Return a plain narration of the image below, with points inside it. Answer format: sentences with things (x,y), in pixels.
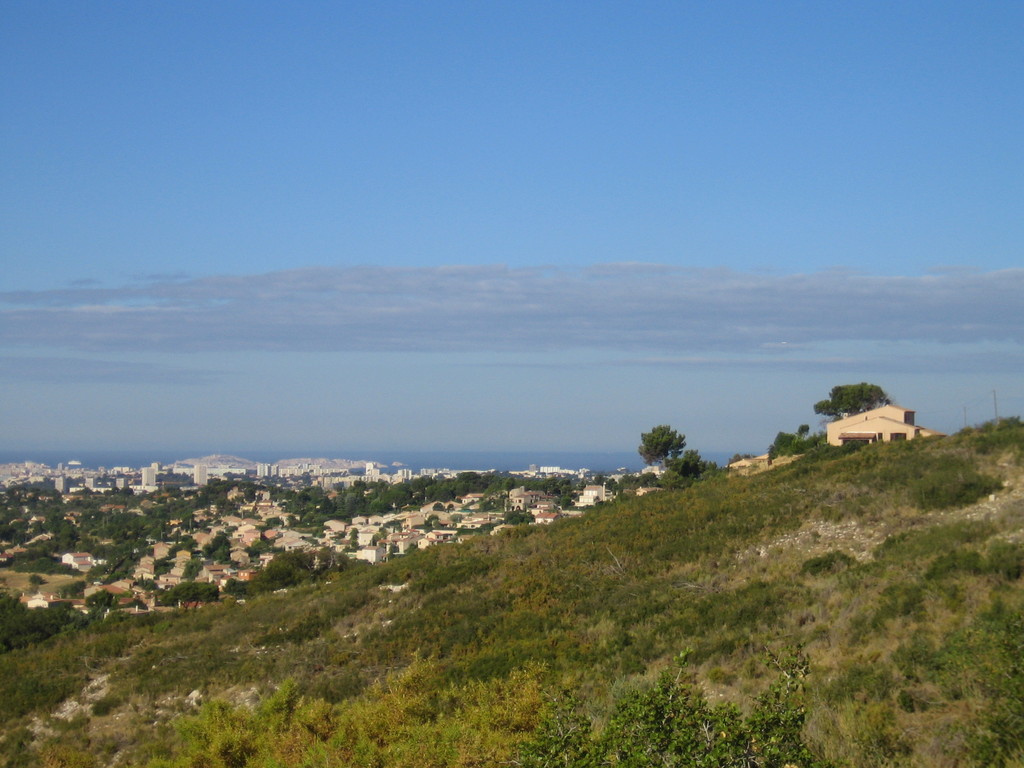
At the bottom of this image (785,573), there are plants (709,763), grass (1010,489), buildings (916,425) on a mountain (988,490). In the background (498,479), there are buildings (523,472), trees (564,488) and there are clouds (112,323) in the sky (545,173).
